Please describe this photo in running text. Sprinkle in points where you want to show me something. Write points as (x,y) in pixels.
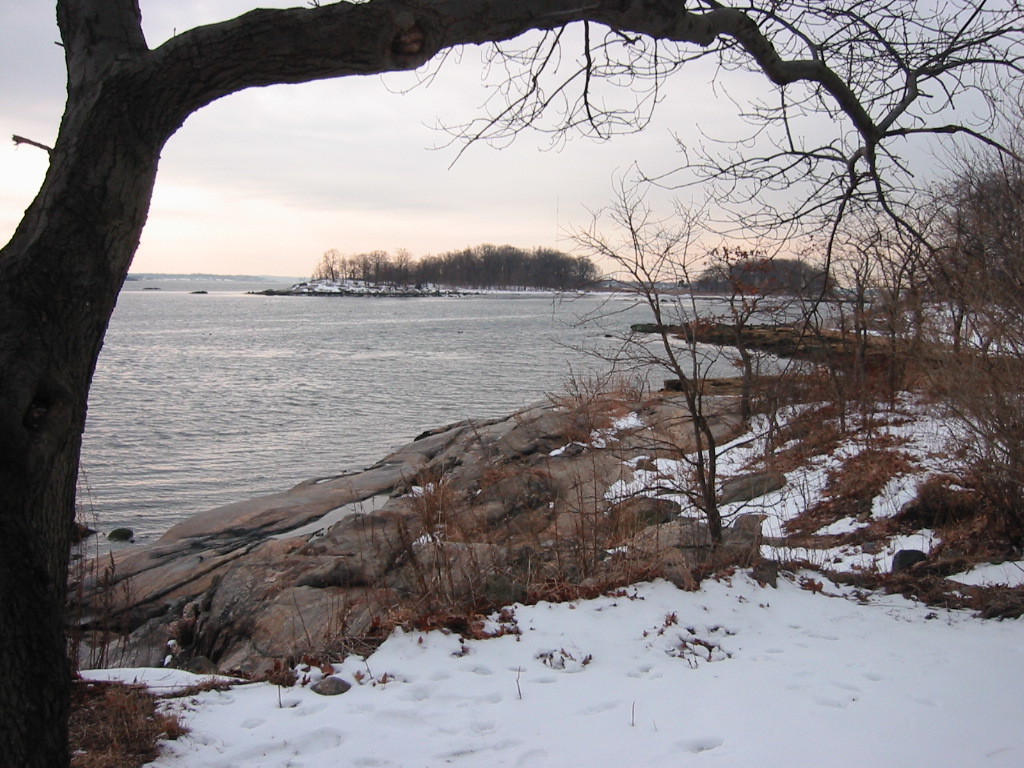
This picture is clicked outside the city. In the foreground (802,730) we can see the snow (611,611) and the ground (317,516). On the left (2,352) there is a trunk (63,257) of a tree (52,389). In the background (276,369) we can see the sky (208,152), plants (581,282) and a water body (315,395).
